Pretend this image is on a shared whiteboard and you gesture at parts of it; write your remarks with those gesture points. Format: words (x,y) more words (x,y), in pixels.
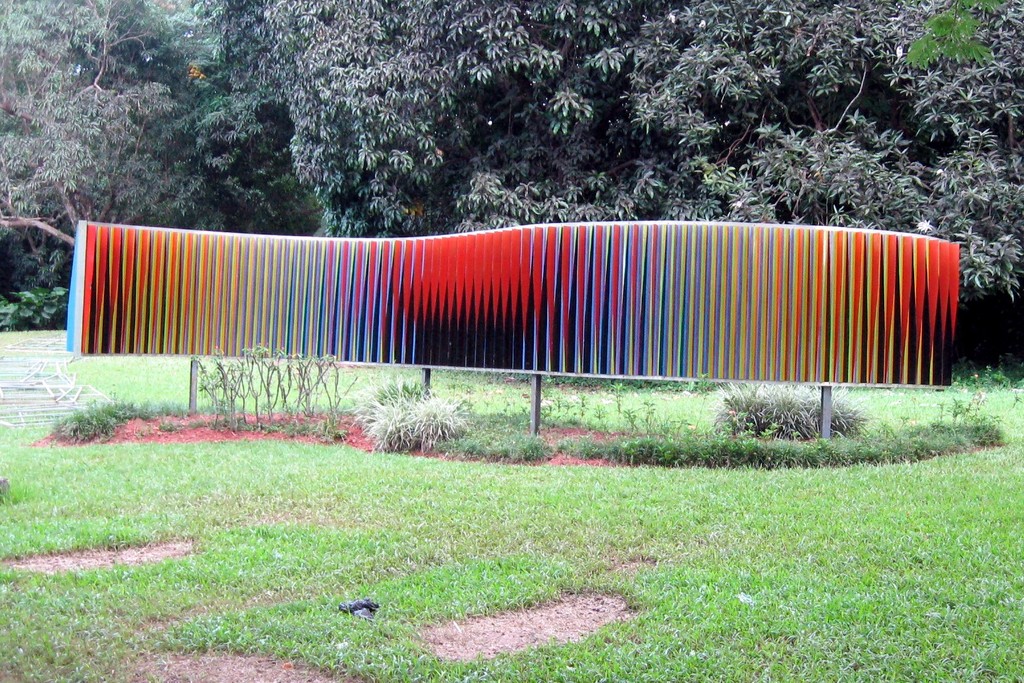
In this image, we can see a colorful object (472,315), rods (41,401), plants (216,414), grass (588,494) and few objects (22,379). Background we can see trees (971,147) and plants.
